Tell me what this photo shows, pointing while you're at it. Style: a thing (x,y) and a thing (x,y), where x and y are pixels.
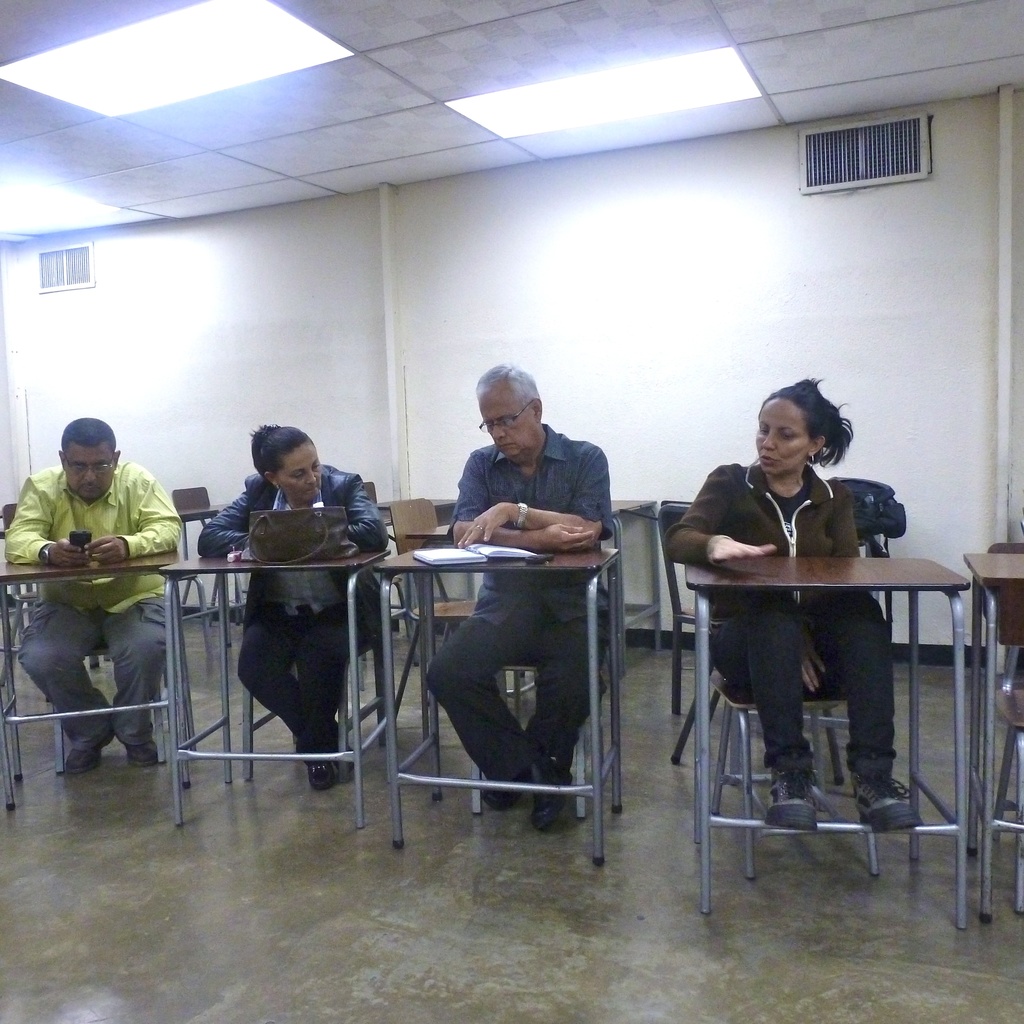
This is an inside view of a room (400,723). In this image I can see two men (518,510) and two women (744,547) are sitting on the chairs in front of the table (358,561). On the table (516,567) there are two books (468,555). The woman (773,529) who is on the right side (746,679) is speaking. In the background (634,281) there is a wall (634,281). At the top of the image (85,72) I can see the lights (556,110).
